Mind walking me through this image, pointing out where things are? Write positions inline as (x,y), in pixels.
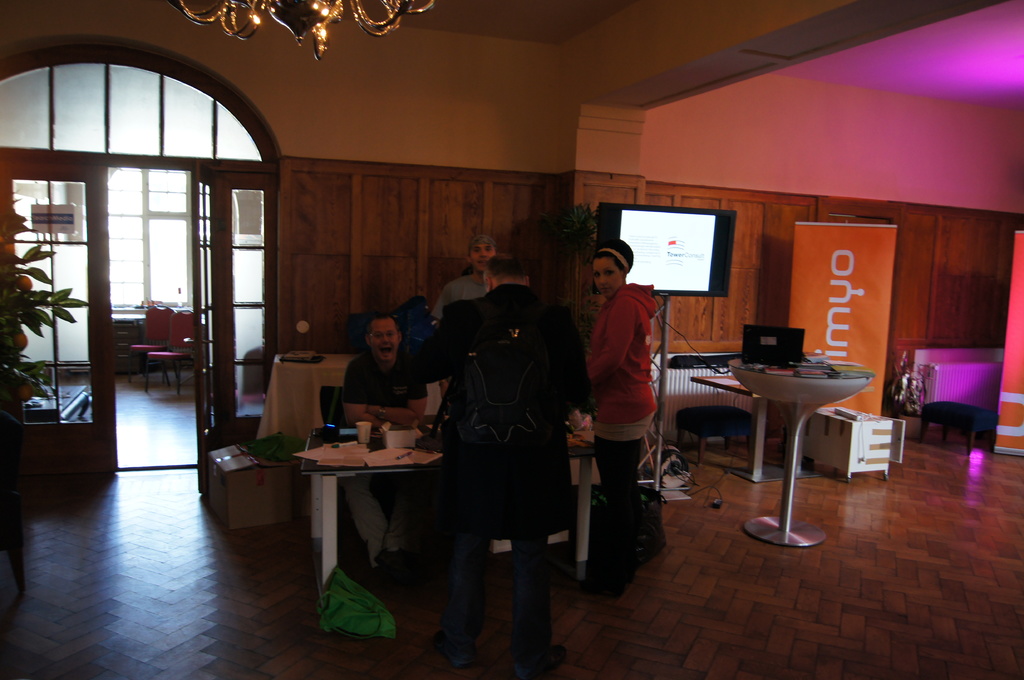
It is a room (694,381), there are group of people (502,447) gathered and discussing to the right side (803,394) white color table (790,392) and there is a laptop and few books (849,370) on the table (807,385), beside it there is a big screen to the right side (817,328) there are some promotion logos (886,320) in the background (377,208) there is a wooden wall (351,245), beside it there is a door (224,279).
